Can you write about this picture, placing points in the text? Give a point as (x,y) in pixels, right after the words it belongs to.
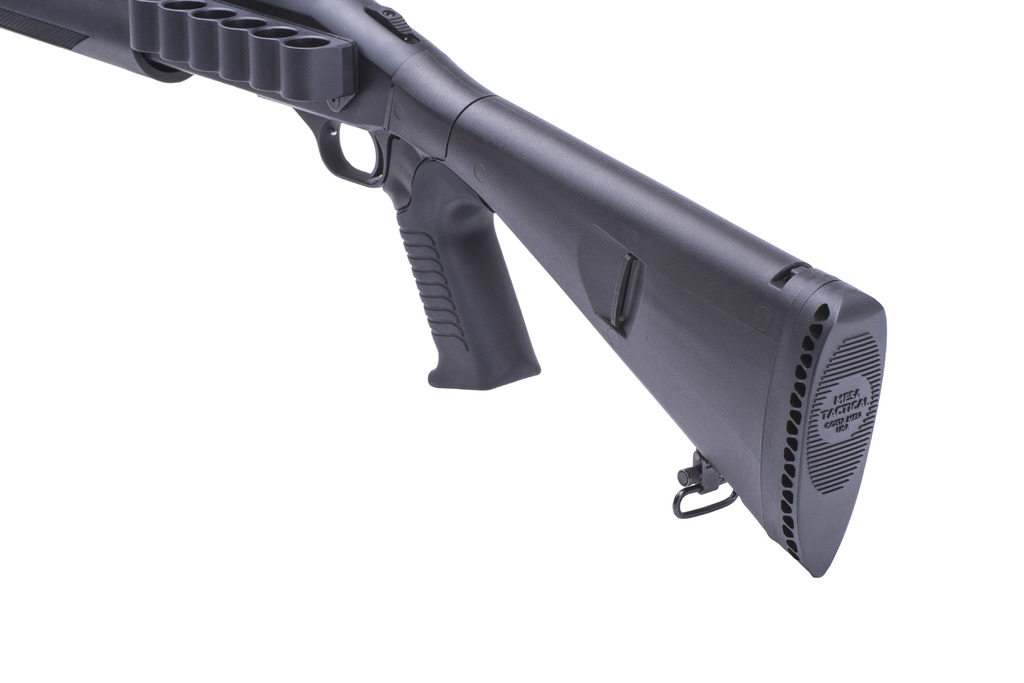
In this picture I can see a weapon (668,251), it is in black color.
